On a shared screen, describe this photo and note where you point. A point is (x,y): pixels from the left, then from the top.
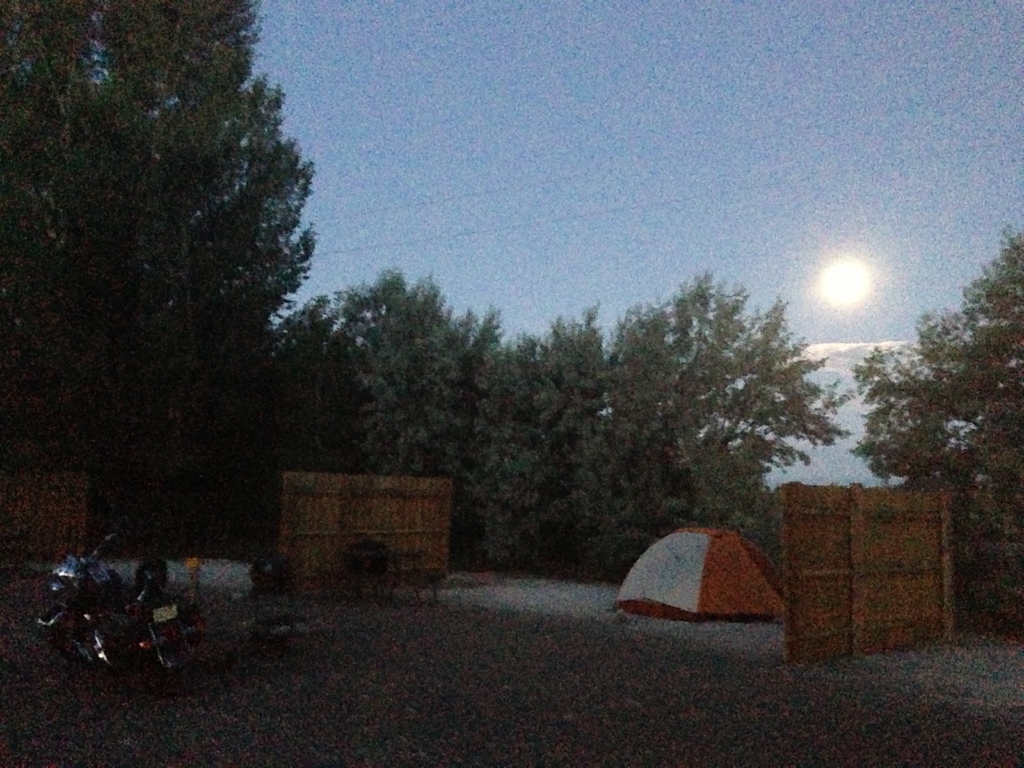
This picture is clicked outside. On the left (177,656) we can see the bikes (139,640) parked on the ground (176,681). On the right (803,587) we can see a tent (702,575) and the gates (854,532) and we can see a person like thing (369,556) and some other objects (362,567) and we can see the trees (426,464). In the background (449,161) we can see the sky (581,193), cloud (826,363) and the sun like object (835,283) in the sky (795,291).
